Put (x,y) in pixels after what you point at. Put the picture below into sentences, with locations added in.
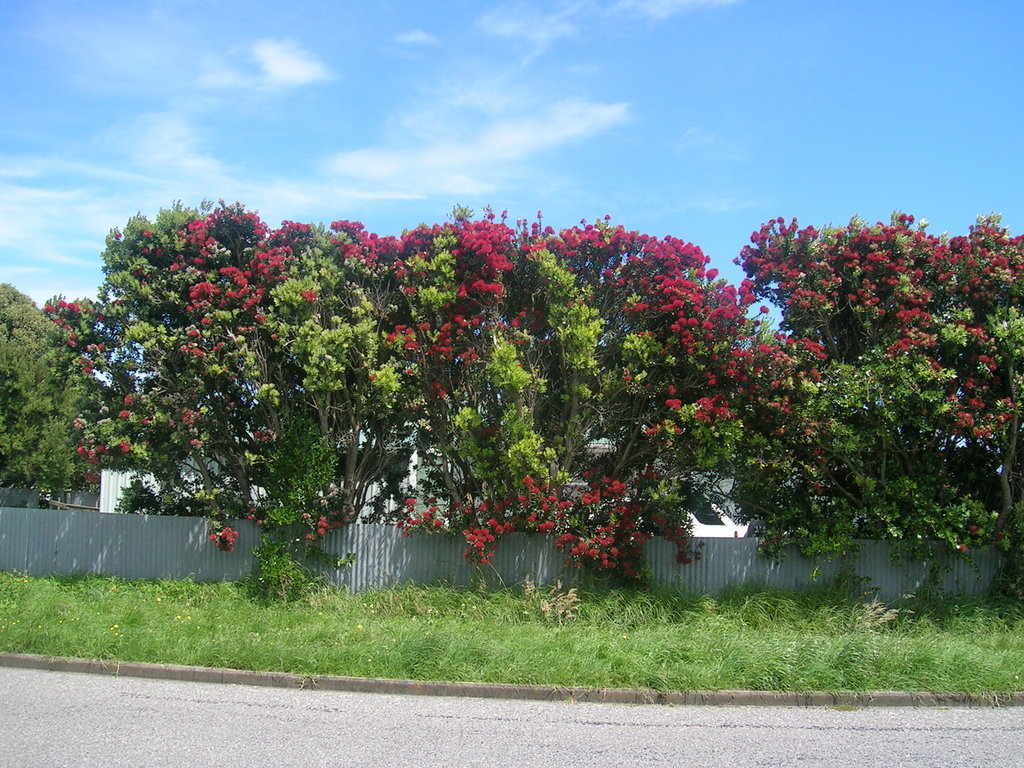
In this image we can see sky (297,135) with clouds (111,173), buildings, trees (170,393), fence (94,542), grass (319,588) and road (189,704).
